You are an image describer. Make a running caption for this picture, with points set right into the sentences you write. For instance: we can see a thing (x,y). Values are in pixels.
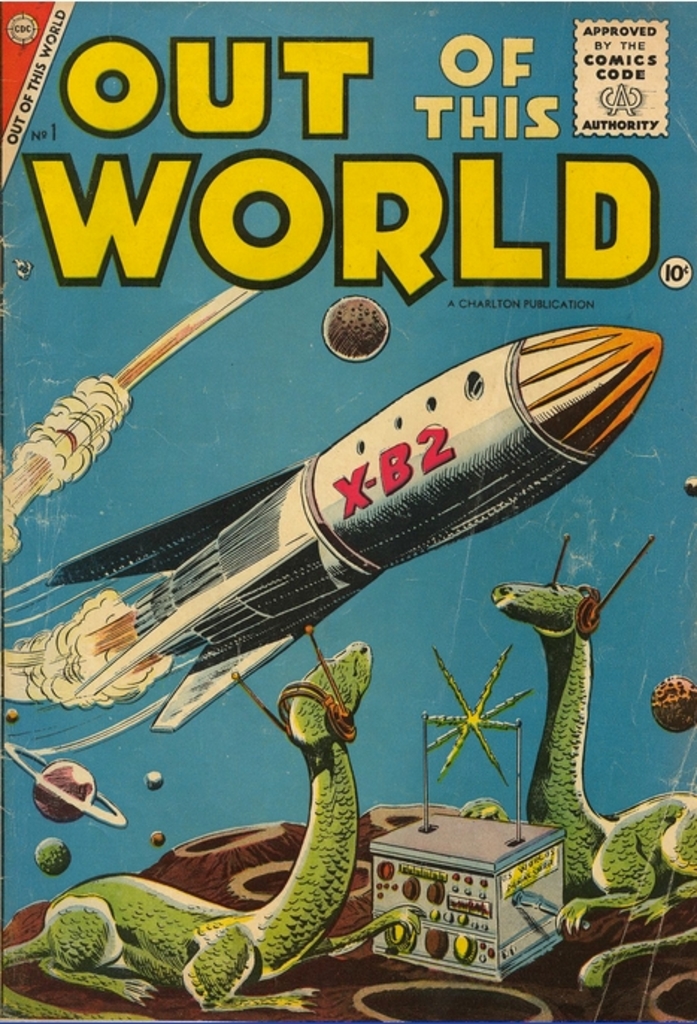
In this image we can see a top view of the book (403,846) and on the book (323,288) we can see the text (246,104), number (669,278), images (565,739) of animals (351,804) and also objects (509,892). We can also see depiction of planets (111,812) and also the rocket (356,458).
